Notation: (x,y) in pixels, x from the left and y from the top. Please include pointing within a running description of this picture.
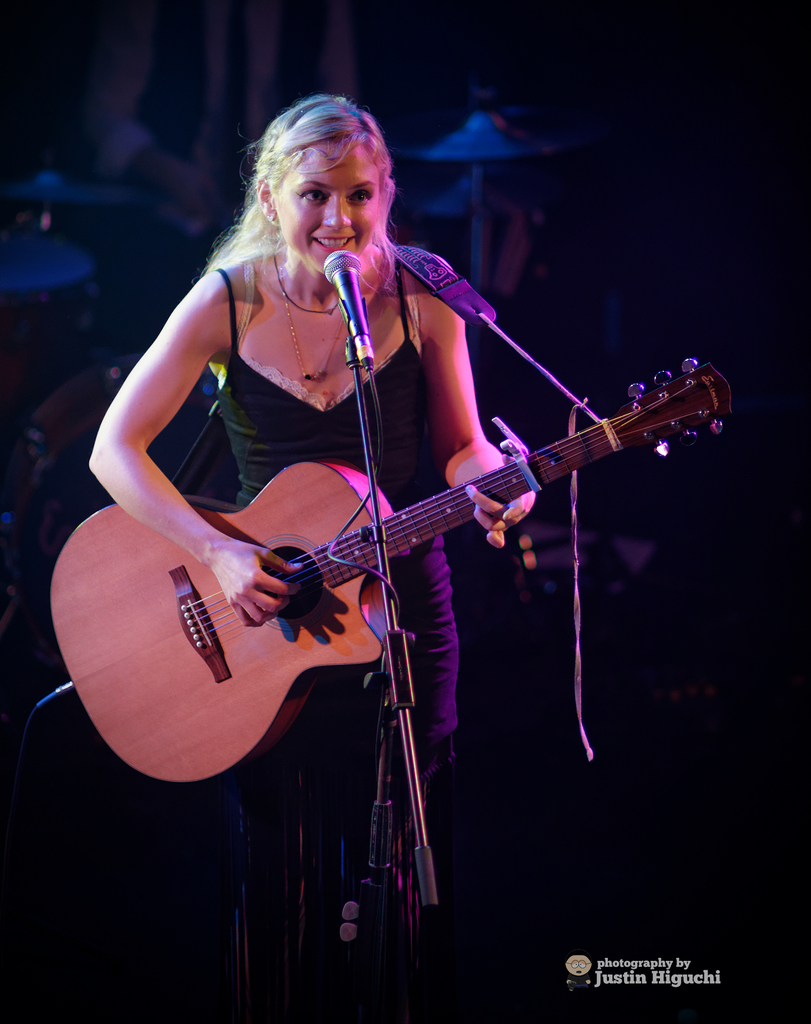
In this image there is a person (345,334) standing and smiling and she is playing guitar (701,422), at the back (40,270) there are drums (40,270). There is a microphone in the front (370,821).
